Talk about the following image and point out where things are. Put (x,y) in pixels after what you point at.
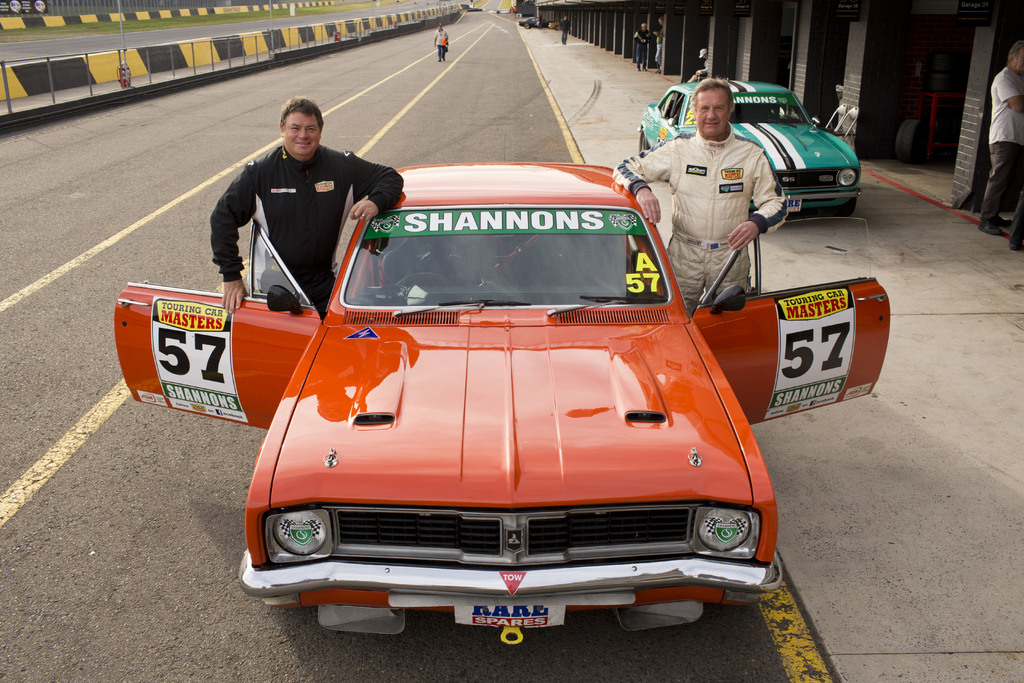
In this image there is a road (138,491). There is a red color car (561,461) in the front side (559,464). There are two persons (701,145) standing near doors (735,370). There is another car (757,137) on the right side (770,107). There are people (663,32). There are pillars (741,67) on the right side (891,102). There is divider (114,16) on the left side (315,56).
